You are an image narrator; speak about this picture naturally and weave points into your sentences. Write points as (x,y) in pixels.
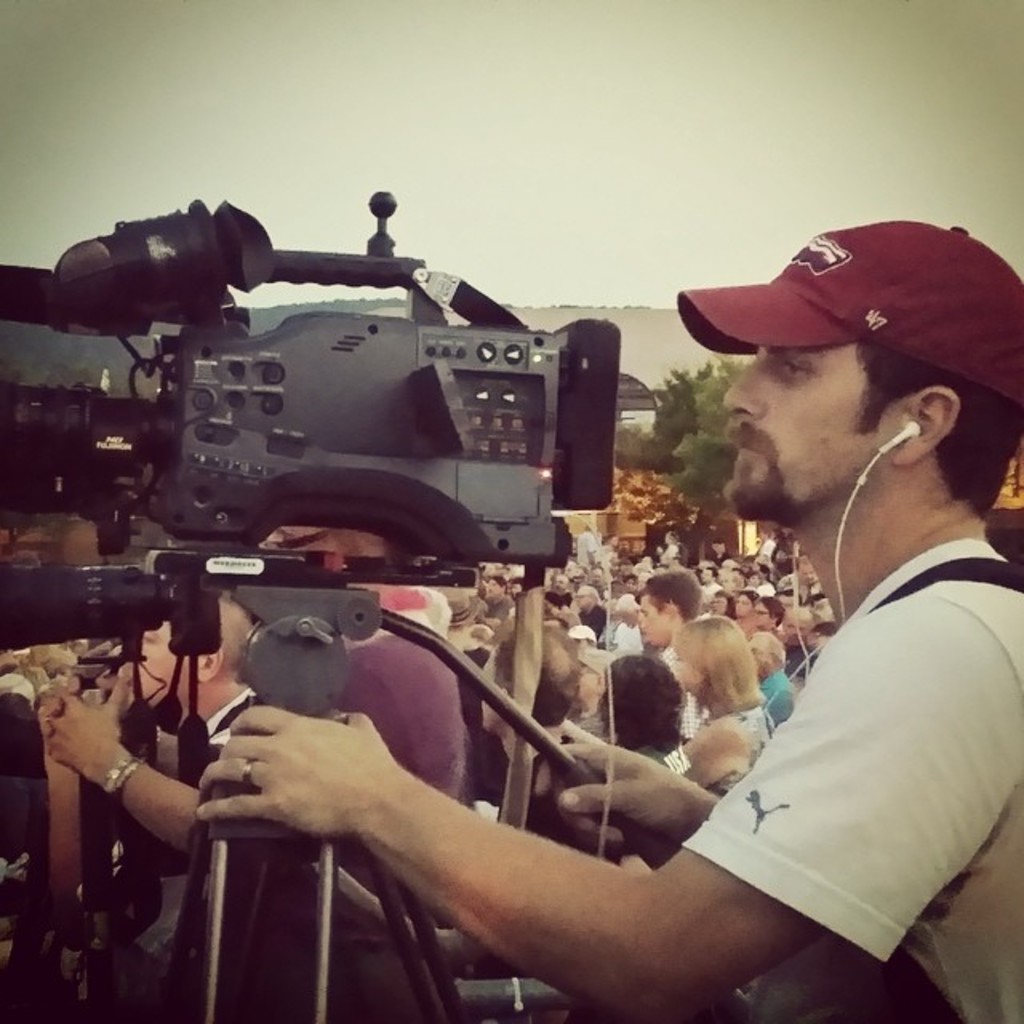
In this image we can see a man (810,821) is standing. He is wearing white t-shirt (884,685), red cap (878,266) and carrying black bag (957,569) and holding camera (336,466). In front of him tripod stand (328,906) is there, on it camera (318,458) is present. Behind so many people (649,617) are standing and one man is also there who is holding camera (124,629).
